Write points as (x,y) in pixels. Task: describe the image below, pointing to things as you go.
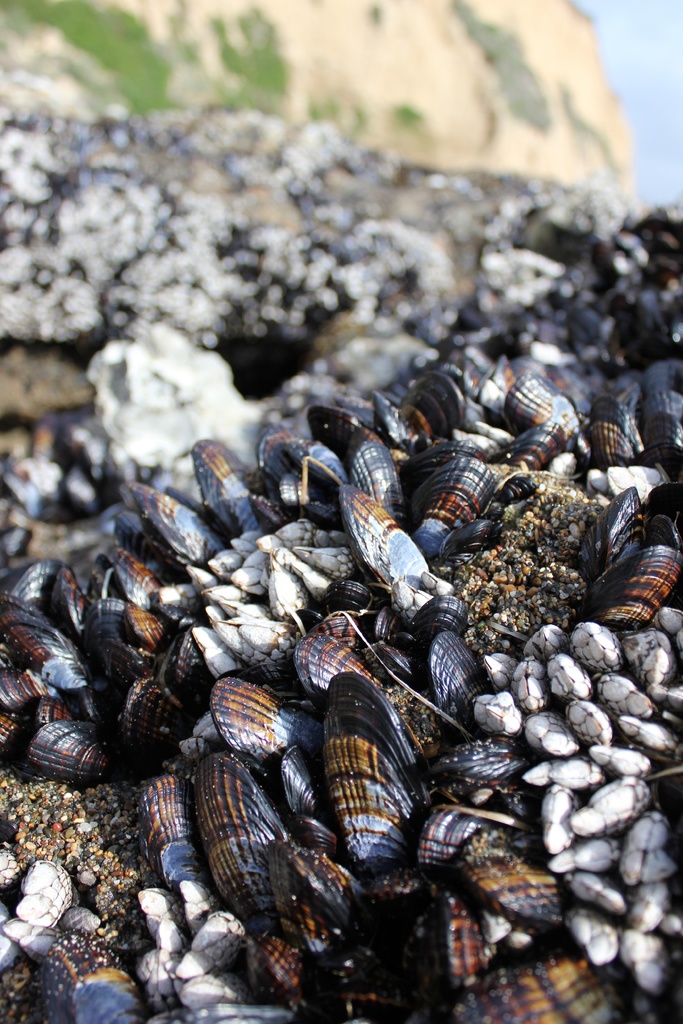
In this image there are many mussels (337,671) and barnacles (328,580).
